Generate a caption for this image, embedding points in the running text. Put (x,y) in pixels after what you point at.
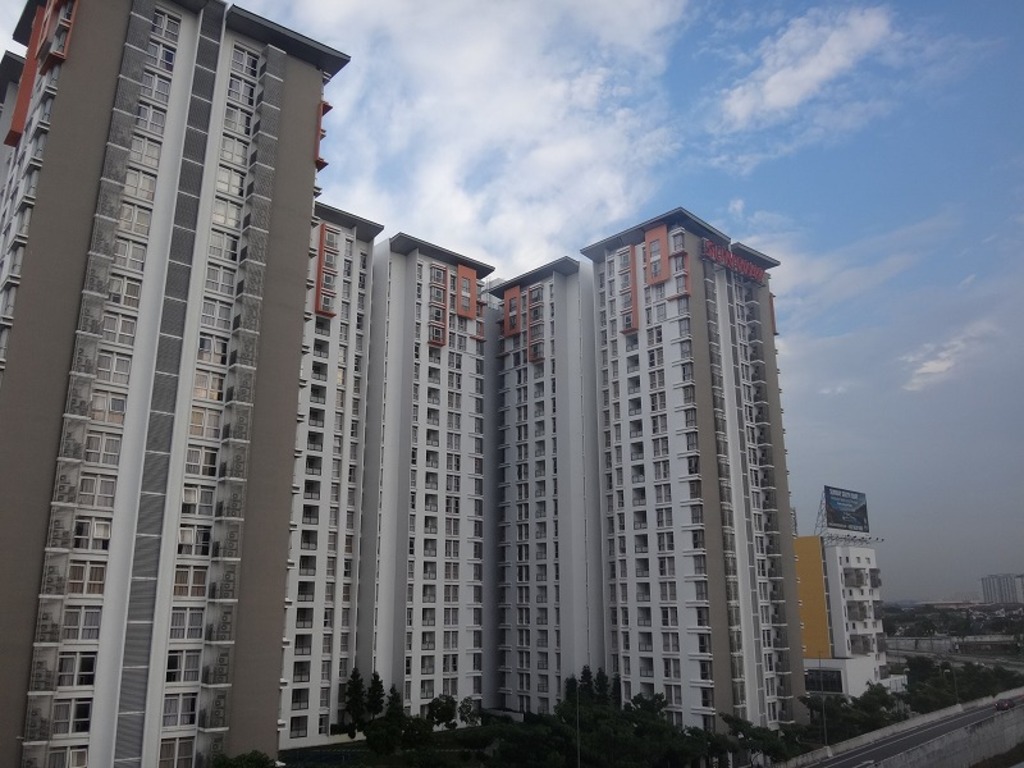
In this image we can see sky (752,149) with clouds (568,102), skyscrapers (727,450), advertisements (851,521), grills (875,641), poles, roads (988,709) and trees (565,720).
